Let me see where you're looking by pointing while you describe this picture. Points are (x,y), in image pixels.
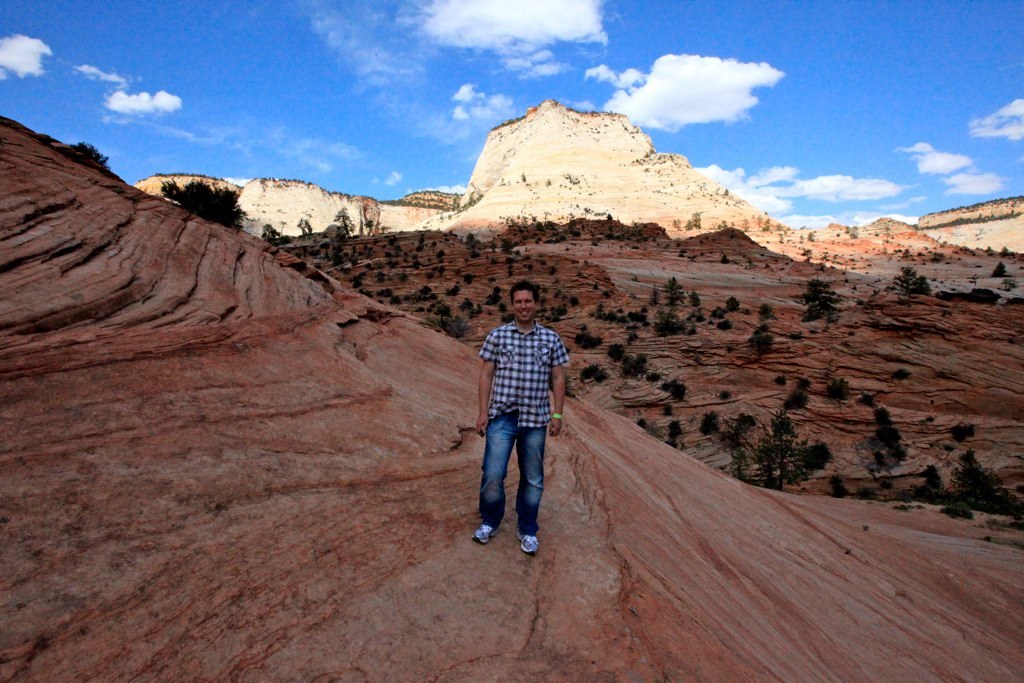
In the foreground of this image (520,411), there is a man (521,486) standing on the rock like surface (115,465). In the background (638,333), there are trees (619,310), mountains (630,210), sky (230,28) and the cloud (472,28).
